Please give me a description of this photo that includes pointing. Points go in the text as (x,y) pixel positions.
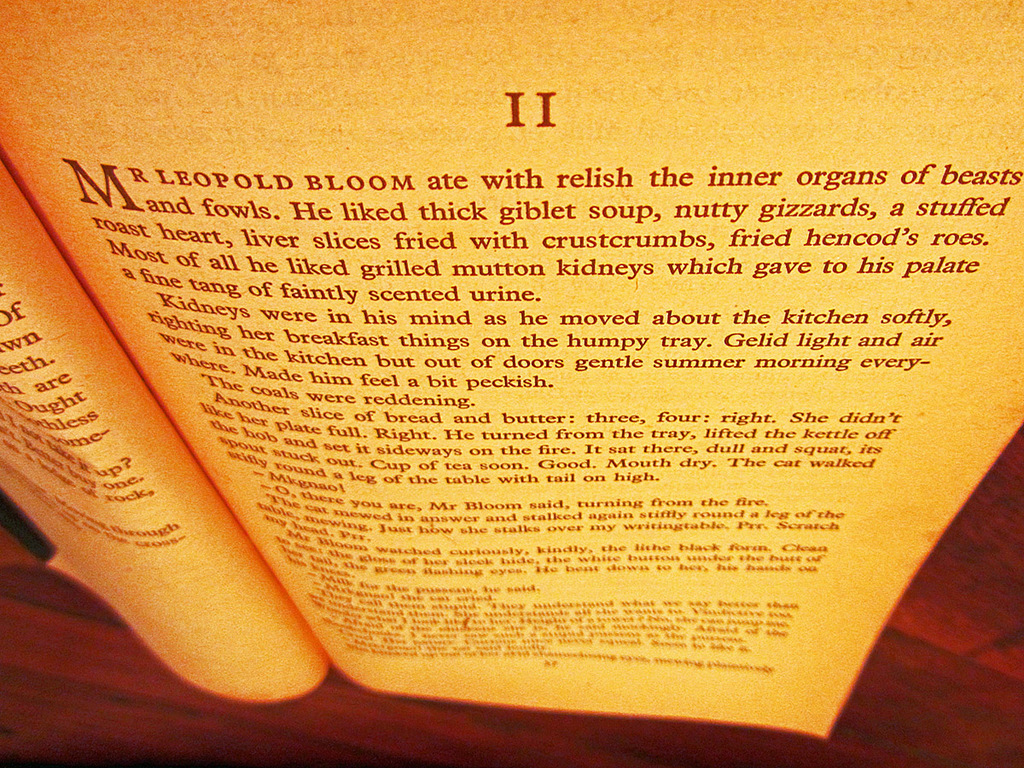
In this image there are two papers (457,380).
